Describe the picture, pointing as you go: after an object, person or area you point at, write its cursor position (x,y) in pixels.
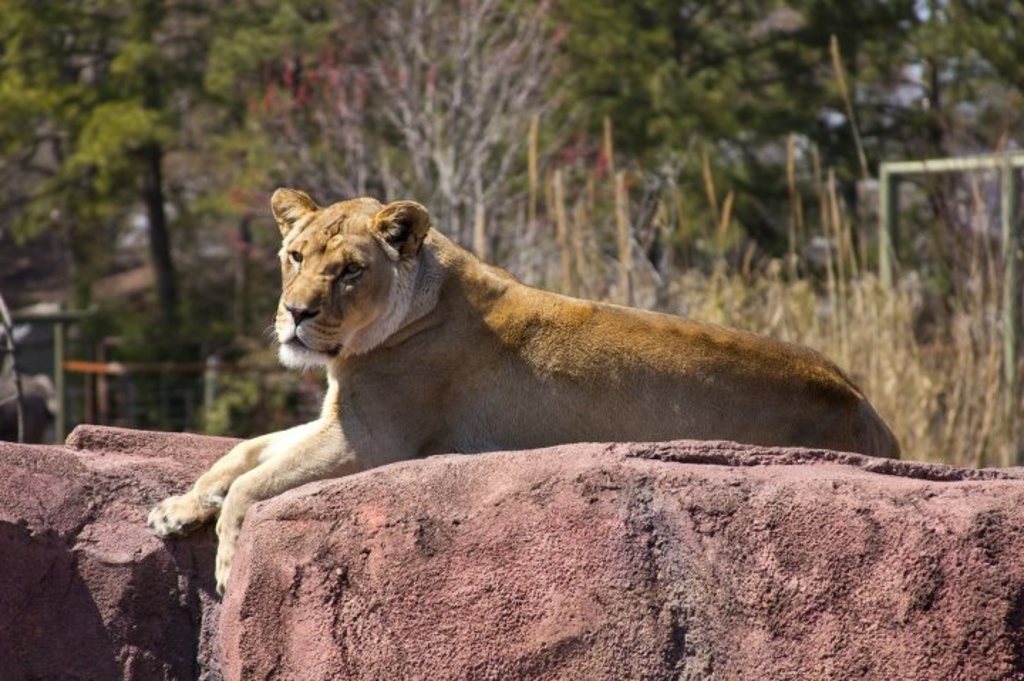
In this image I can see an animal (756,441) and the animal (526,417) is sitting on the rock (536,475). The animal (685,414) is in brown and cream color, background (237,178) I can see trees (299,94) in green color and the sky (916,81) is in white color.
